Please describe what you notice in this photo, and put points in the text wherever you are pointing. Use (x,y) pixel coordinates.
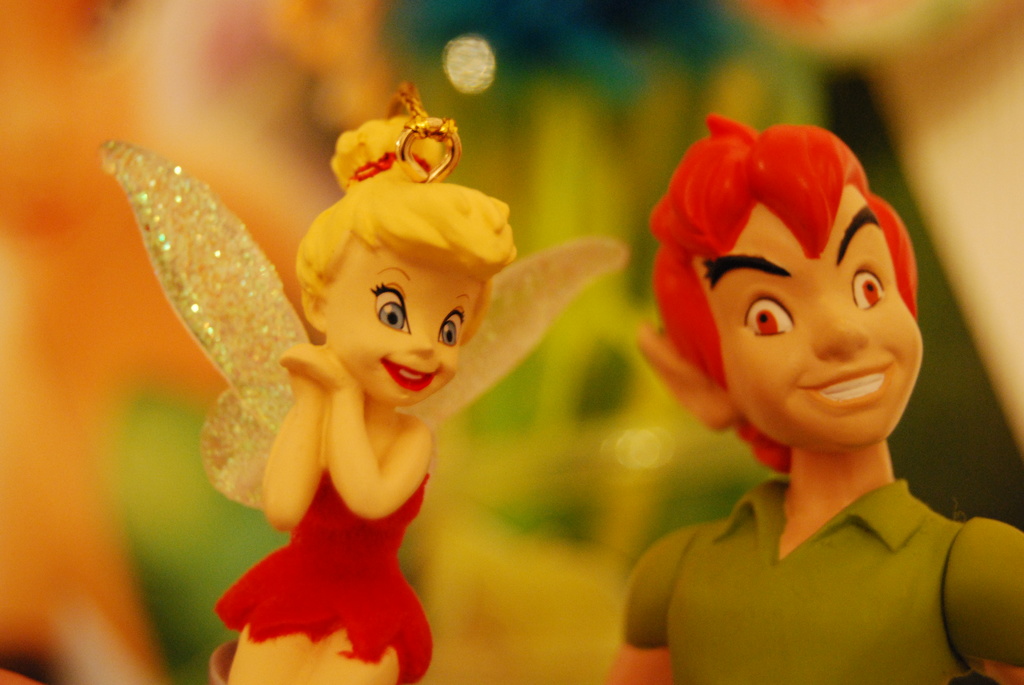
In this image I see 2 toys (343,391) in which this toy (308,413) has wings (527,321) and it is totally blurred in the background (200,45) and it is colorful.
